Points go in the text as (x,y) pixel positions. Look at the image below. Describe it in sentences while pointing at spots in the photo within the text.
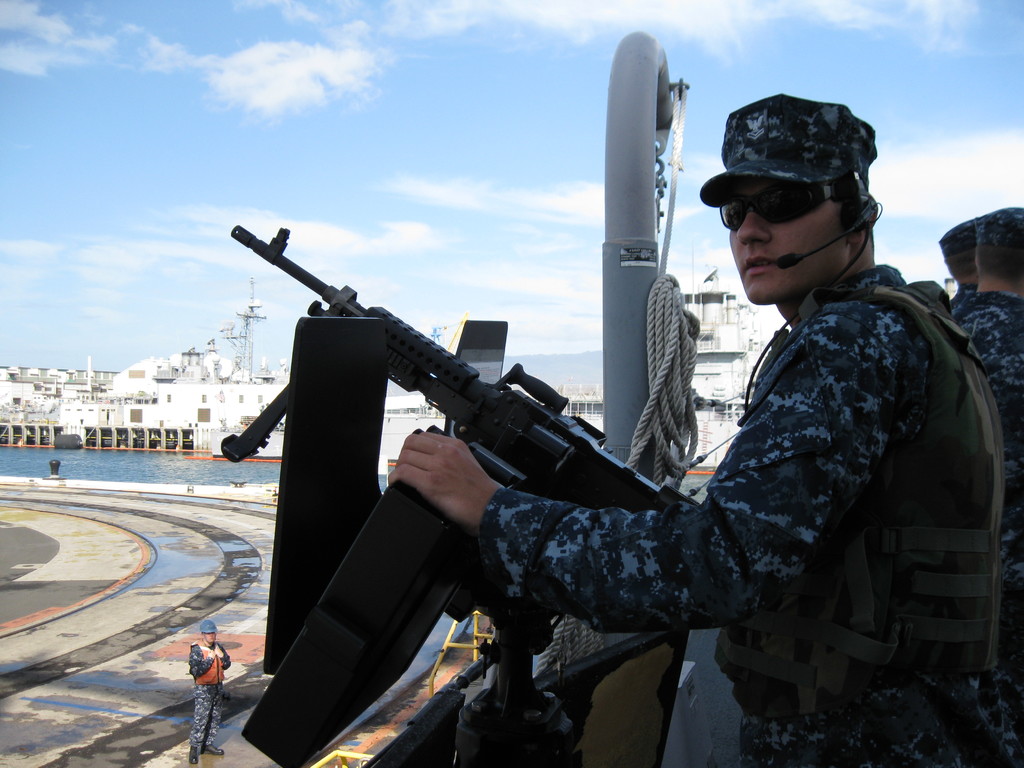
In this image we can see a few people (461,510), among them, one person (494,491) is holding a gun (543,434), there are some buildings (205,417), towers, mountains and a rope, also we can see the water (125,467), in the background (413,165), we can see the sky (546,32) with clouds (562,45).
